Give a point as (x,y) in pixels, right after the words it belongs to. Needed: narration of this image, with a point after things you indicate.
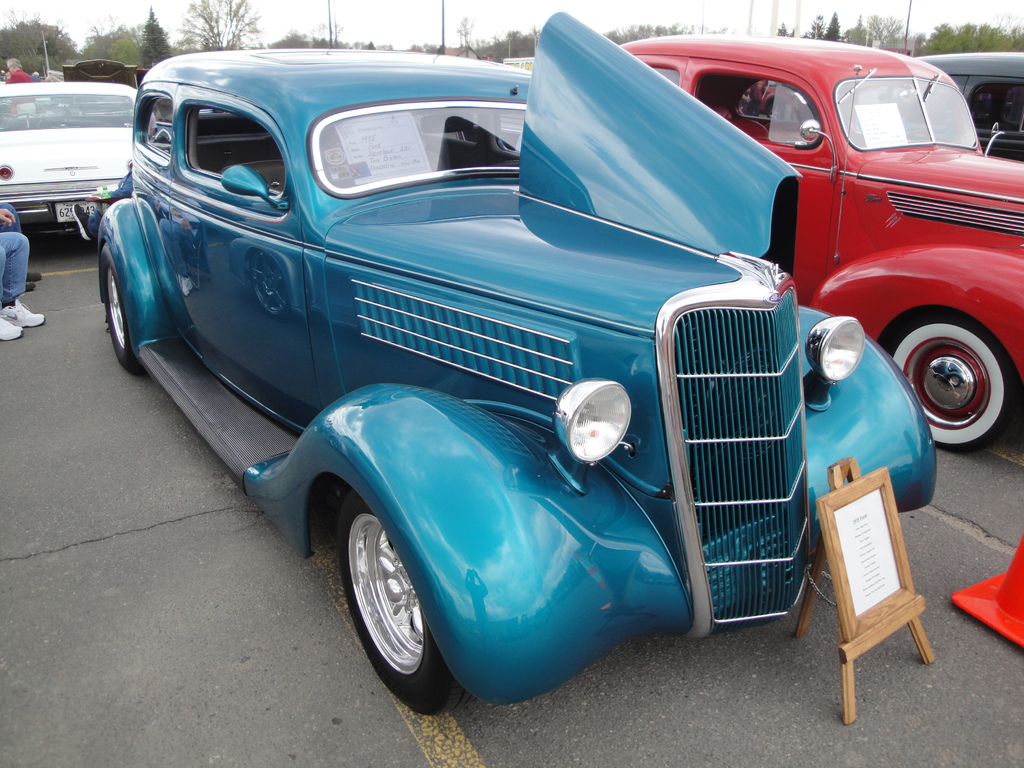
In the image we can see there are many vehicles (266,211) of different colors. Here we can see a person (27,245) wearing clothes (5,255) and shoes (24,316). Here we can see the road (124,555), board (900,593), trees (248,19) and the sky (378,8).
